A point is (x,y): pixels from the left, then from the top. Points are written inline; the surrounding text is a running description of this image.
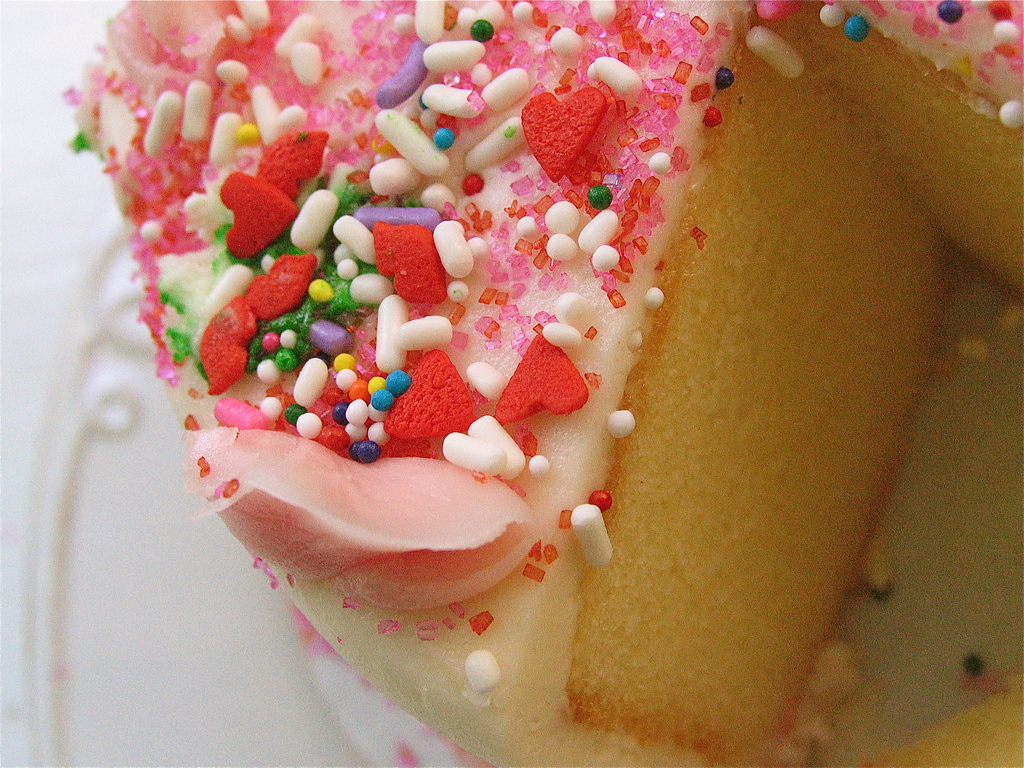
In this image I see a cake (520,220) over here which is of white and light brown in color and I see ingredients (449,57) on it which are of white, red, blue, yellow, orange, pink and violet in color and I see the white color thing (99,233) in the background (101,555).
